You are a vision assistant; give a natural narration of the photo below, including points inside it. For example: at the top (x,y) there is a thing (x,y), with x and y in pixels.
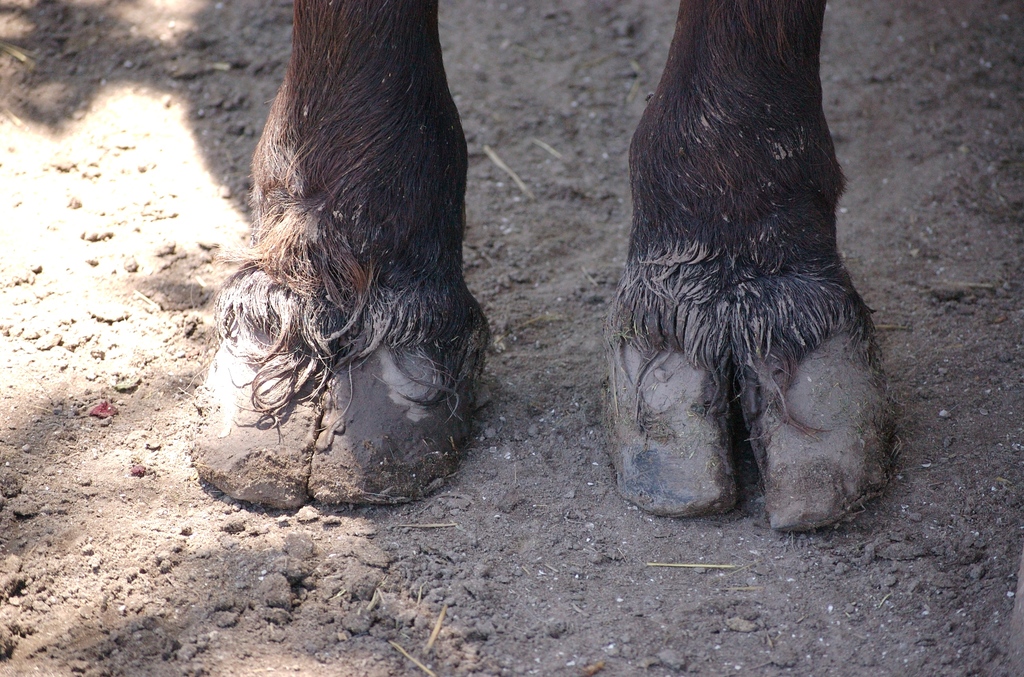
In this image we can see that there are legs (257,154) of an animal (402,252) on the ground (536,491). On the ground (137,547) there is sand (109,518).
